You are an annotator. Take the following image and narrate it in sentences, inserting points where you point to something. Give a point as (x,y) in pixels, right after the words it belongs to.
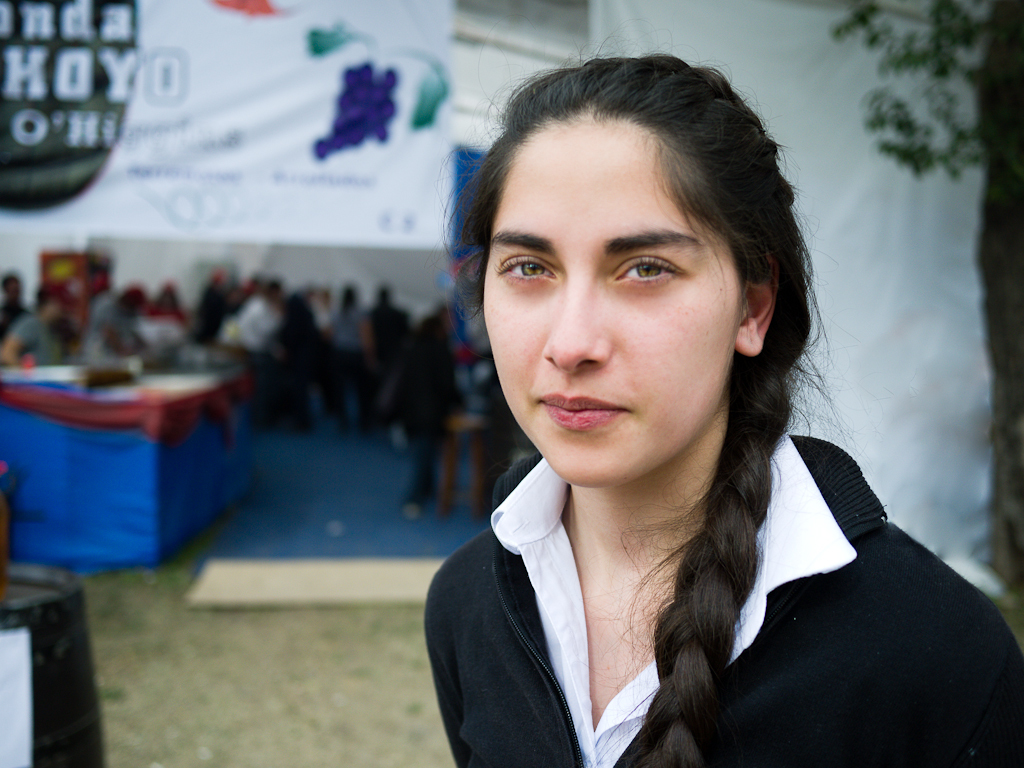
As we can see in the image in the front (559,380) there is a woman (724,353) black color dress (986,743). In the background (167,488) there is a banner (427,23), table (148,467), white color wall (244,274) and few people (245,340) here and there. The background (153,323) is little blurred.
